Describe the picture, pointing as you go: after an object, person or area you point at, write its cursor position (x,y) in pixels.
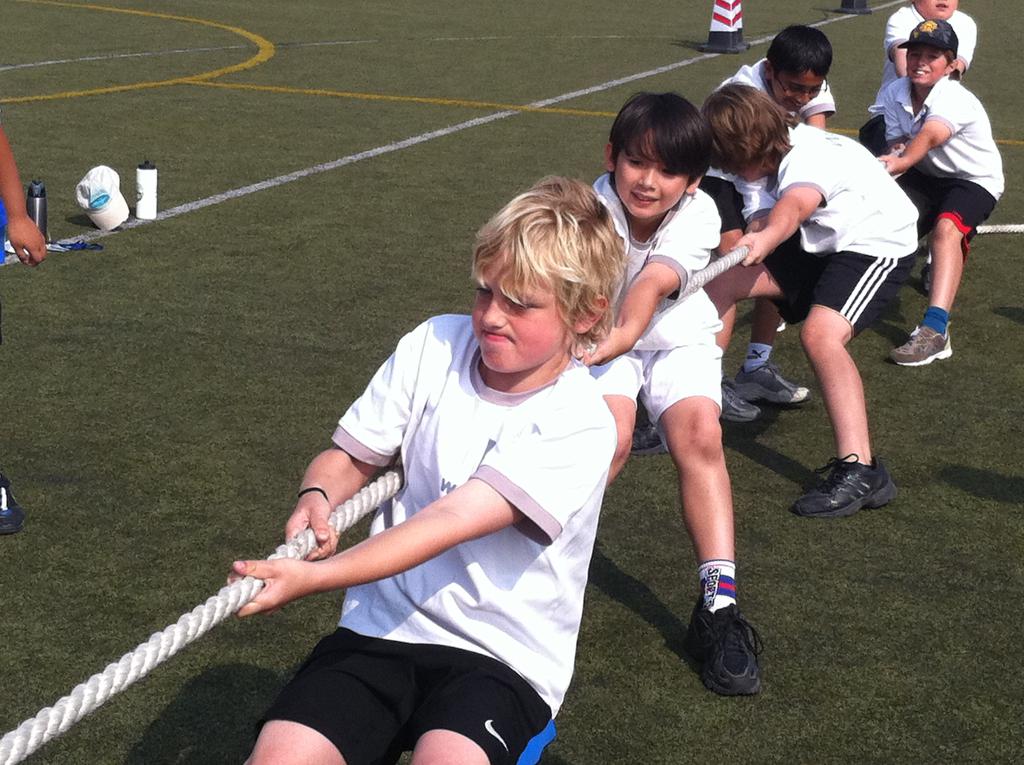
In this image I can see the group of people (554,407) are on the ground (271,391). These people (633,388) are wearing the white and black color dresses (567,402). And these people (501,401) are holding the white color rope (157,663). To the side I can see the traffic cone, bottles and I can also see one more person's hand (29,249) to the side.
